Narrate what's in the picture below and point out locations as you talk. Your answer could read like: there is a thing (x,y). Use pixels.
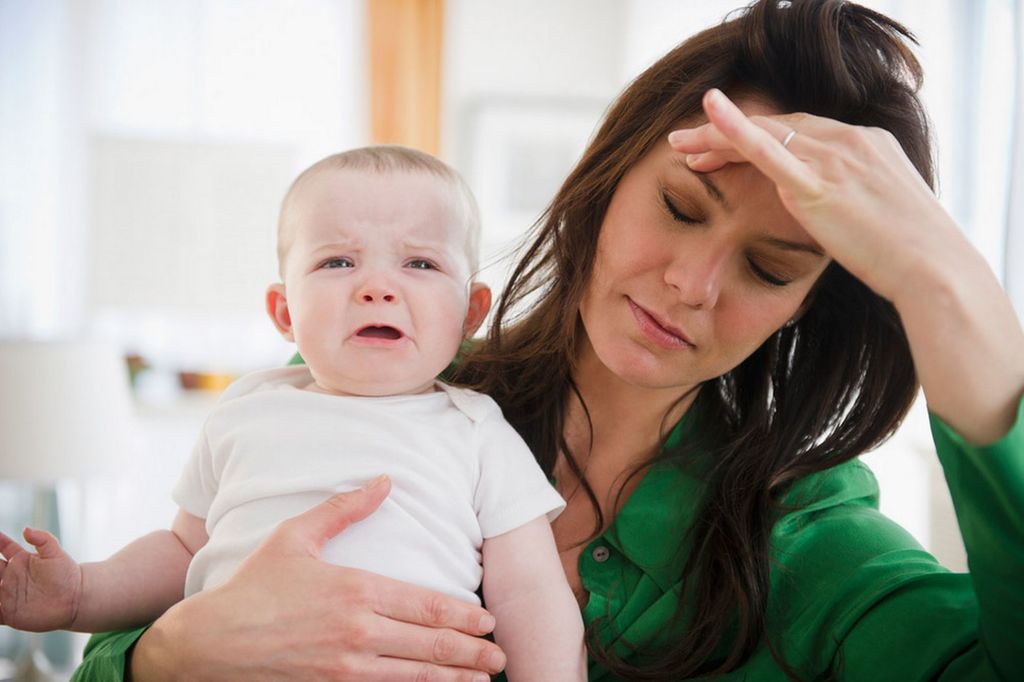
In this picture we can see a woman (501,315) holding a baby (206,554) with her hand (231,659) and a baby (243,450) is crying and in the background (435,50) it is blurry.
